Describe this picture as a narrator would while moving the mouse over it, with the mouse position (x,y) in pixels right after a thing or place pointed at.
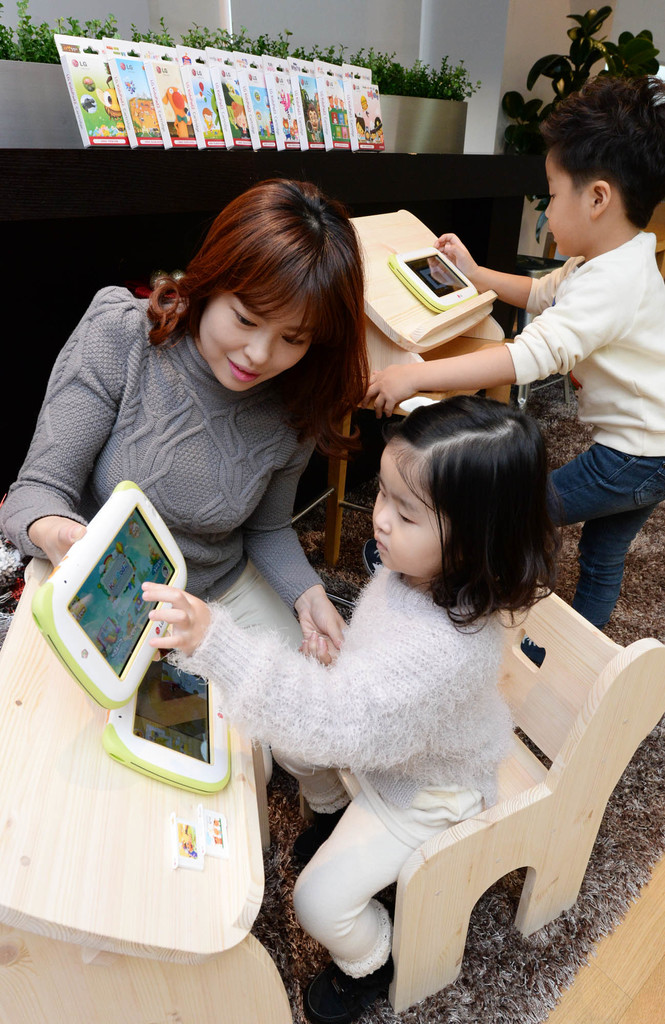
In this image, there are a few people (423,689). Among them, we can see a kid (472,642) sitting on a chair (421,909). There are a few tables (13,958) with objects (470,291). We can see a shelf (43,186) with some objects (270,109). We can also see some plants (633,52) and the wall (535,43). We can see the ground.
